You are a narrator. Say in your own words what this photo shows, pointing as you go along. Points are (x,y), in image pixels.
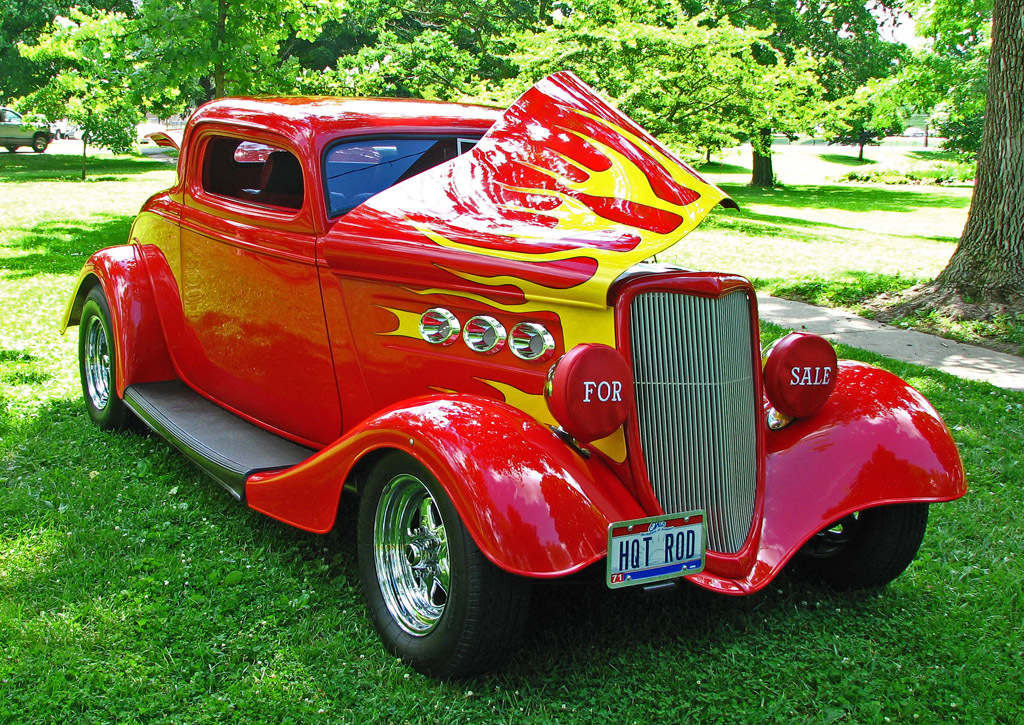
In this image I can see the grass (244,628). I can see the vehicles (295,254) with some text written on it. In the background (720,95), I can see the trees (491,74).
